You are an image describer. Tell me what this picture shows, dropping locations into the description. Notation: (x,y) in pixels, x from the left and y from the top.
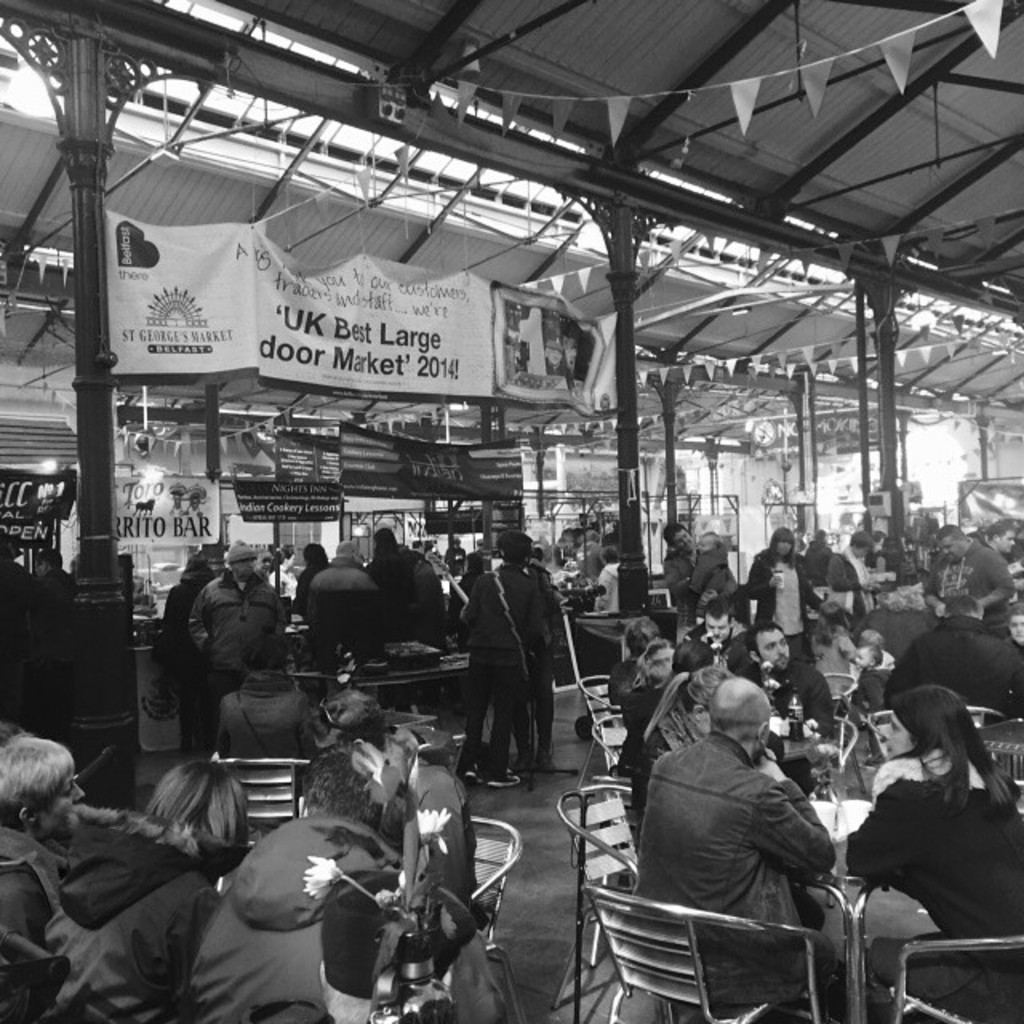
In this picture we can see some persons (724,776) are sitting on the chairs (710,921). This is the table (821,807). And even we can see some persons (536,585) are standing on the floor (569,859). On the background (416,464) we can see some hoardings (393,378). This is the pole (638,538) and this is the roof (965,162).
